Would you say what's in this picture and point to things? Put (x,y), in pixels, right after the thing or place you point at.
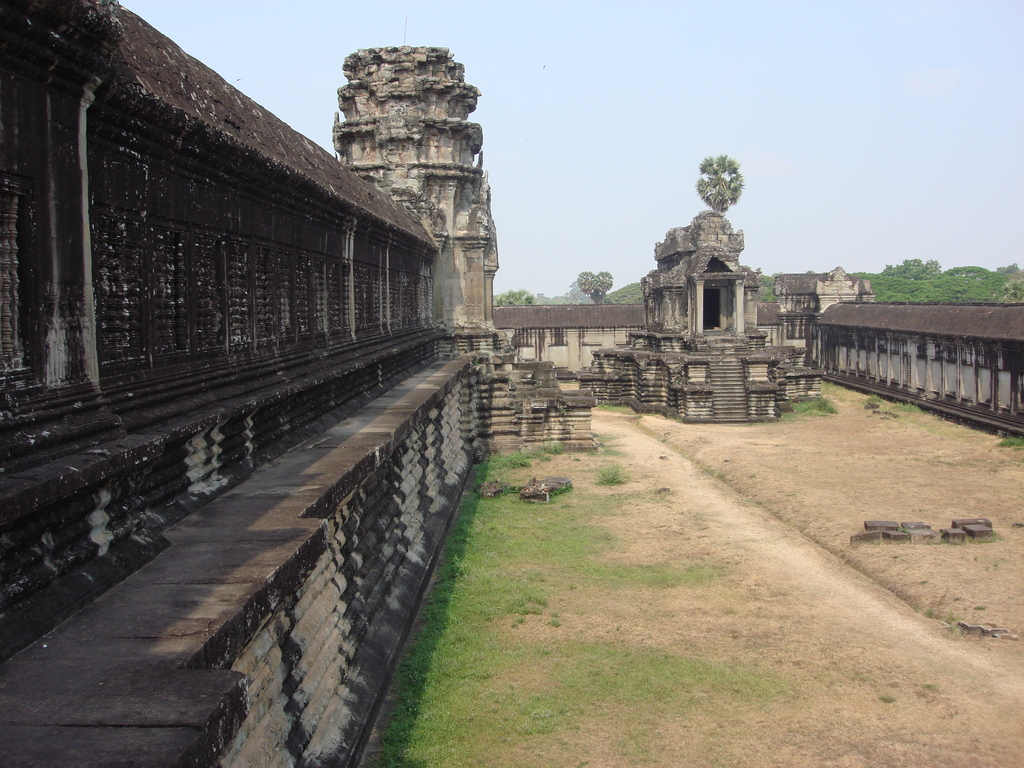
In this picture we can see grass (651,680) at the bottom (648,698), it looks like a temple (680,251) in the middle (674,293), on the right side (915,366) there is a wall (888,347), in the background (895,298) we can see trees (962,282), there is the sky (795,71) at the top of the picture (602,76).
